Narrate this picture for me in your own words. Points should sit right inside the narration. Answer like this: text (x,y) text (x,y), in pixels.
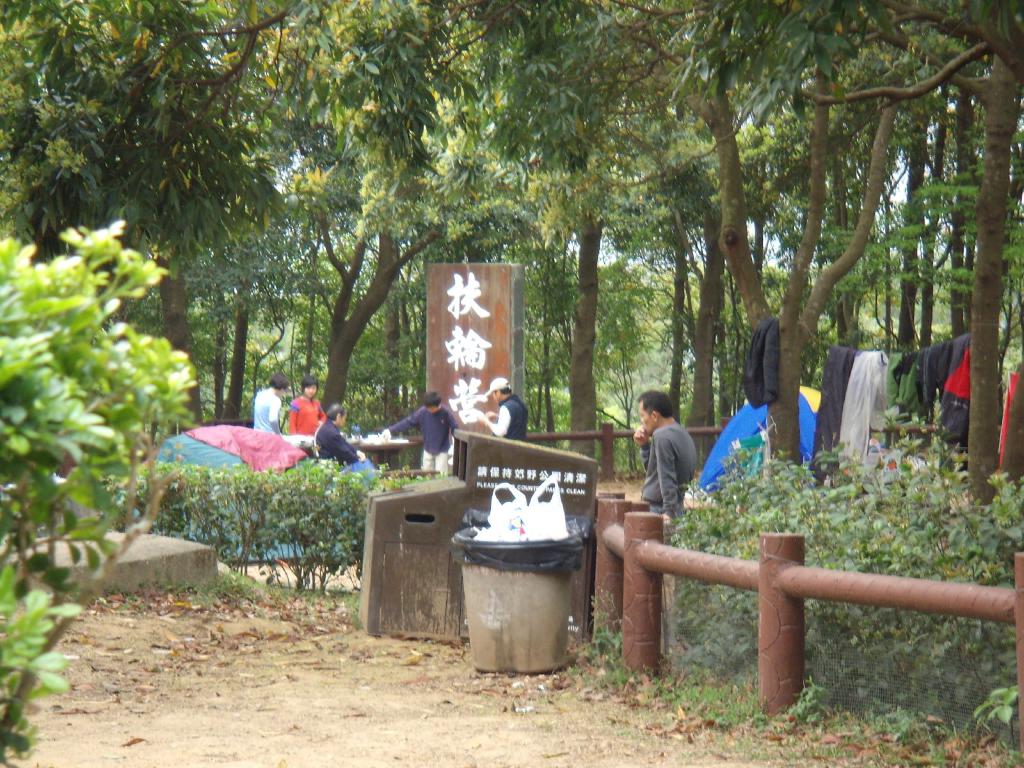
This image consists of trees (105,64) in the middle (557,354). There are plants (280,513) in the middle (618,466). There are some persons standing in the middle (675,443). There are clothes (857,403) on the right side (756,399).
